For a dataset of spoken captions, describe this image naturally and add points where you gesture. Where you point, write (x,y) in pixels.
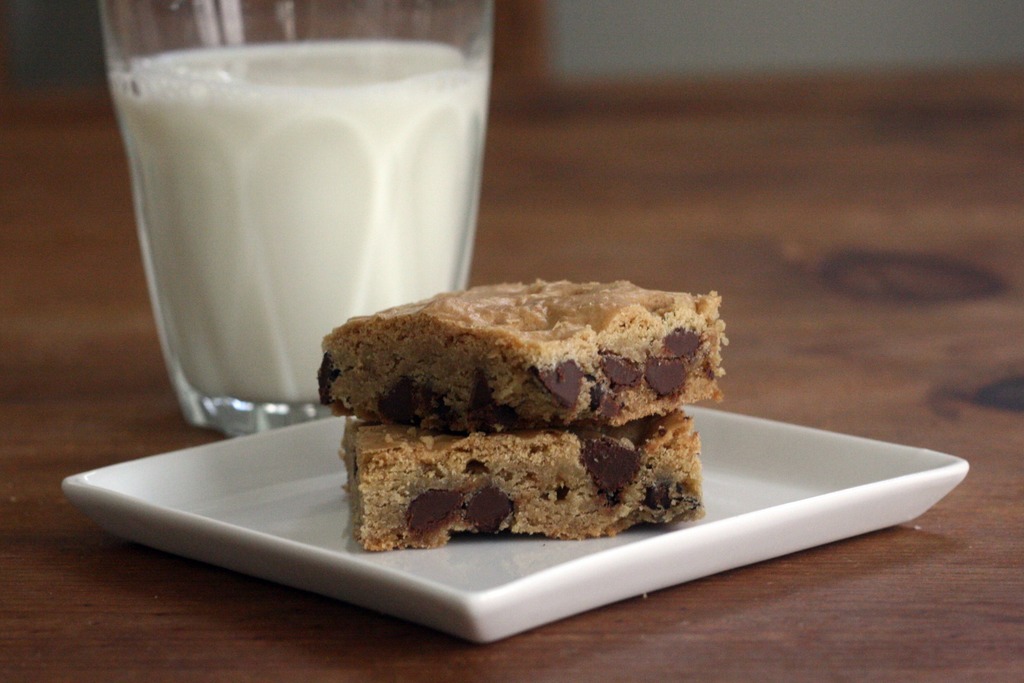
In this image there is a table (1008,213), on which there is a plate (404,589), glass (221,10) contain a liquid (378,207), on plate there are cookie bars (588,396).
